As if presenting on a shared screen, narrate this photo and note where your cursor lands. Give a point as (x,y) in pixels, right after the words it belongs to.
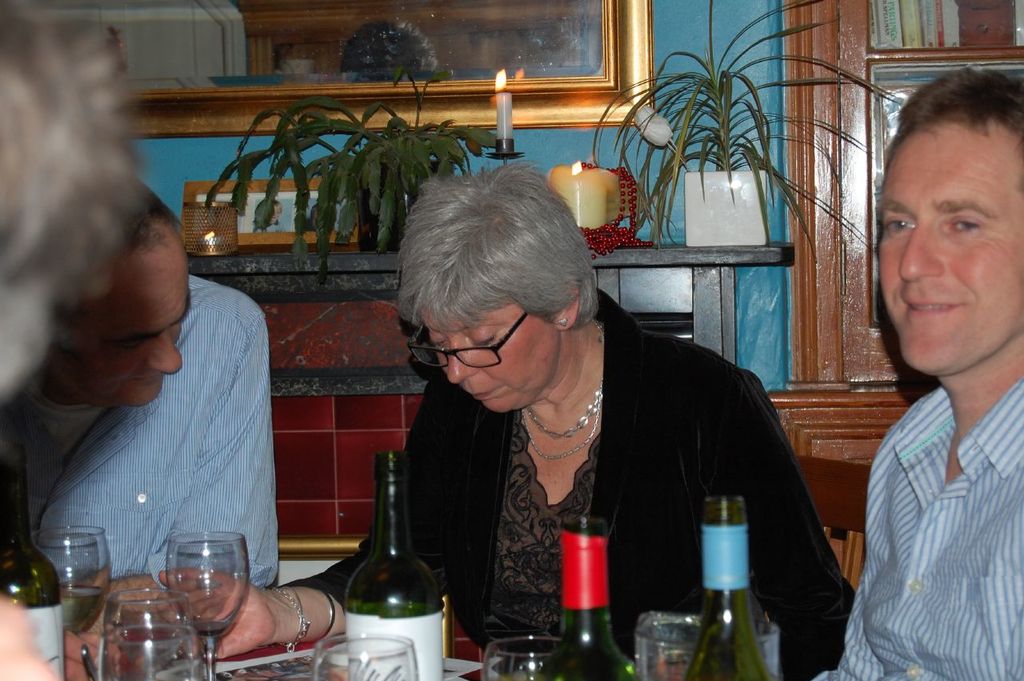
In image there are four people (781,463), there is a woman (697,444) with black dress (669,452) sitting in the middle of the two men (222,431). There are bottles (424,597), glasses (213,578) on the table (280,650), at the backside of the women (465,403) there is a candle (499,118) and house plant (417,107), there is a photo frame (501,58) on the wall (741,27).
